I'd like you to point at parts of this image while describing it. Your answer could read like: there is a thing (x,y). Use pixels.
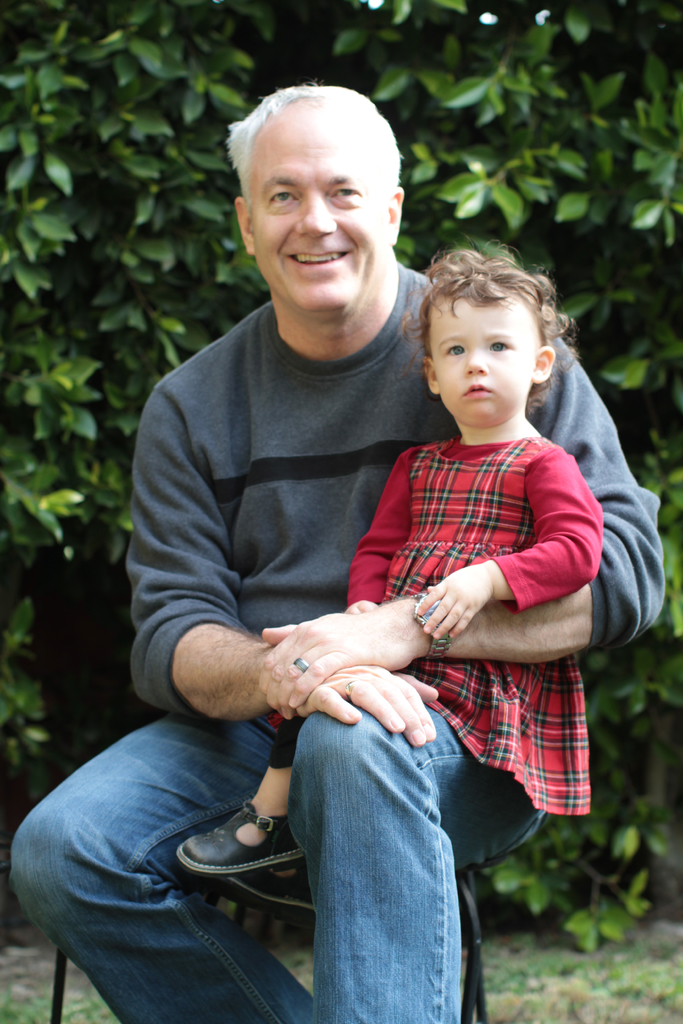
In the image in the center (293,558) we can see one man (299,671) sitting on the chair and holding one baby (406,548) and he is smiling, which we can see on his face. In the background (471,188) we can see trees (61,109).
